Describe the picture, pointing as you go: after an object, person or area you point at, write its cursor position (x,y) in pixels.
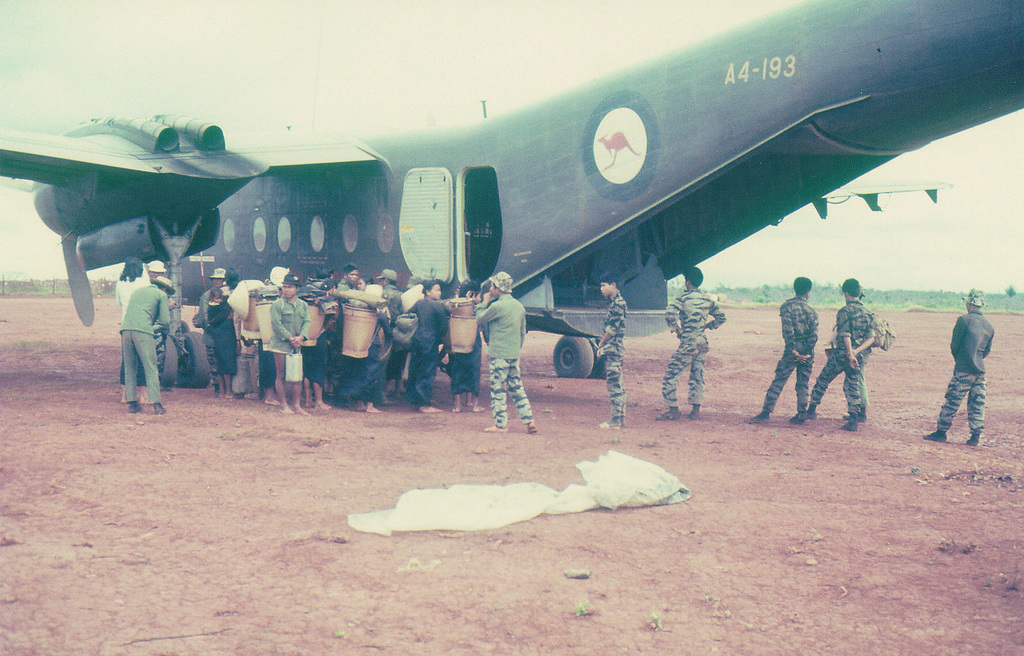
This looks like an airplane (492,186) with a door (444,221) and the windows (263,224). There are groups of people (388,291) standing. Among them few people (307,306) are holding the buckets (465,313). This looks like a cloth (561,492).
